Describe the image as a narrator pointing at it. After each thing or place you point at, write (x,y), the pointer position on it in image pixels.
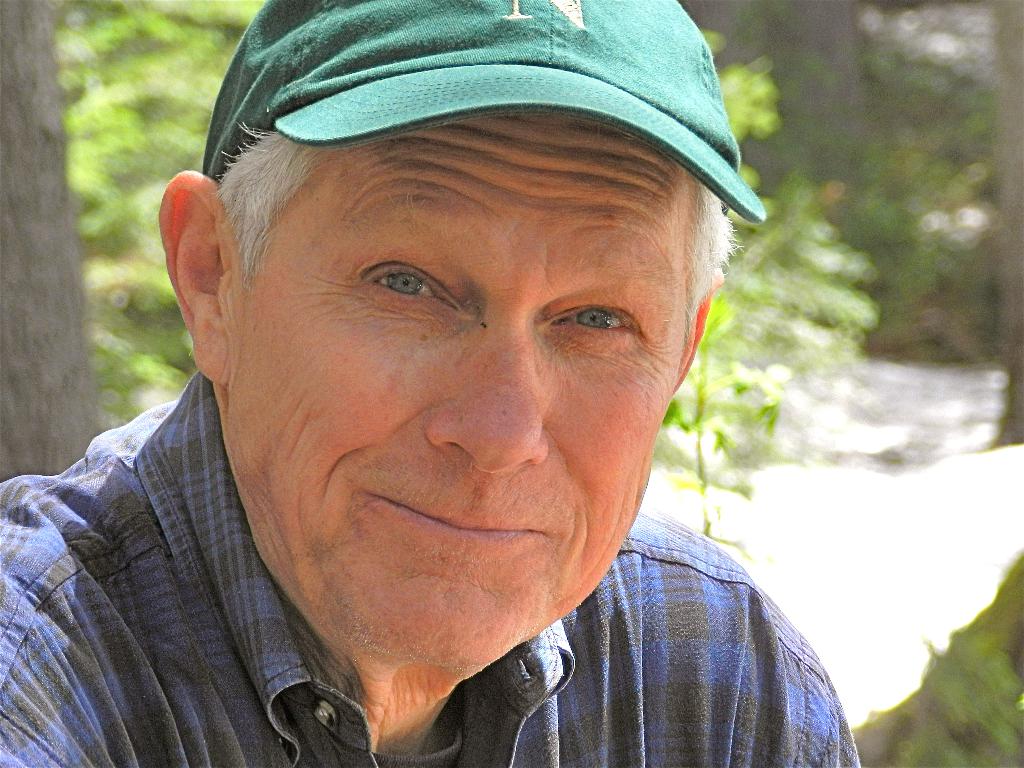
In this image, in the foreground (188,545) there is a person (697,36) and he is wearing a cap (315,26).
